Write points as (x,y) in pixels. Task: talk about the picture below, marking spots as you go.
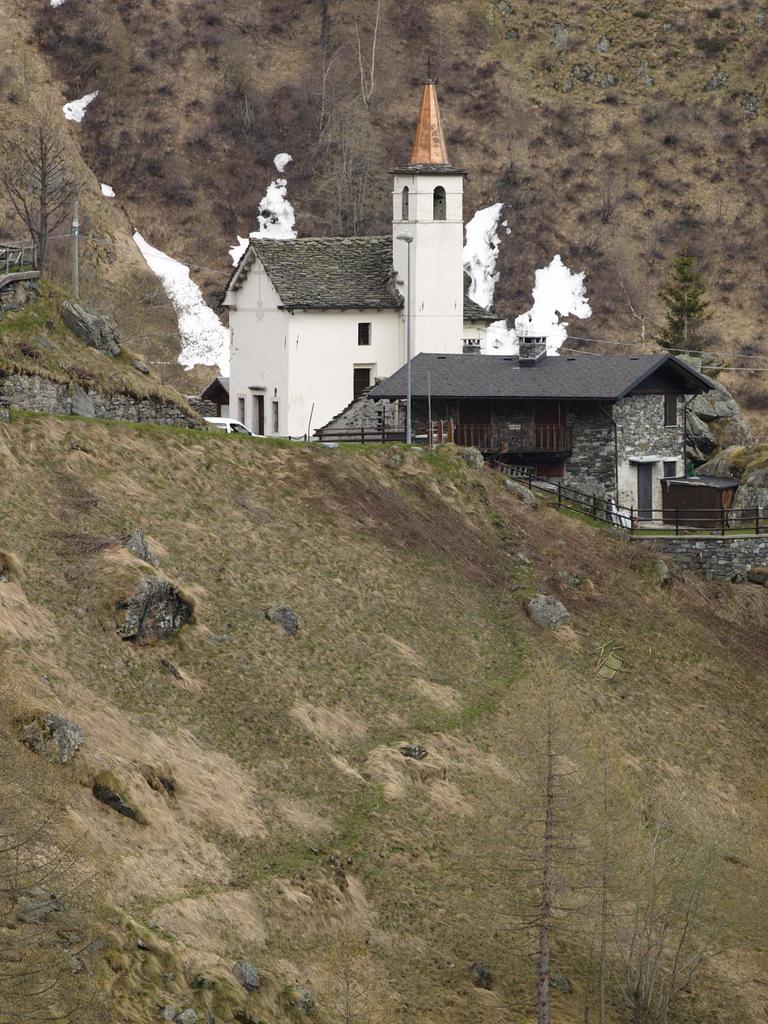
Here we can see houses (508,362), fence (338,428), grass (410,504) and trees (37,247).
